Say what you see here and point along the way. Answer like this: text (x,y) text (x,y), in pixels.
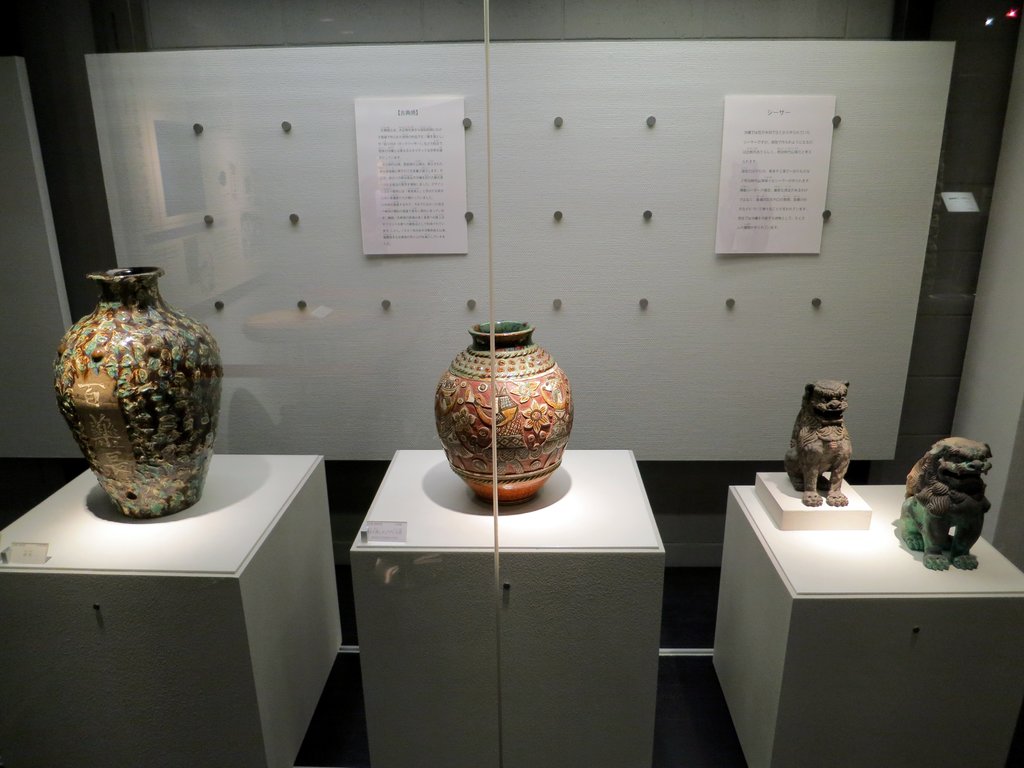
In this image I can see two flower pots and sculptures (972,563) on the table (901,598). In the background (616,182) I can see a wallpaper boards (506,213) and lights (1011,15). This image is taken may be in a hall (729,468).
